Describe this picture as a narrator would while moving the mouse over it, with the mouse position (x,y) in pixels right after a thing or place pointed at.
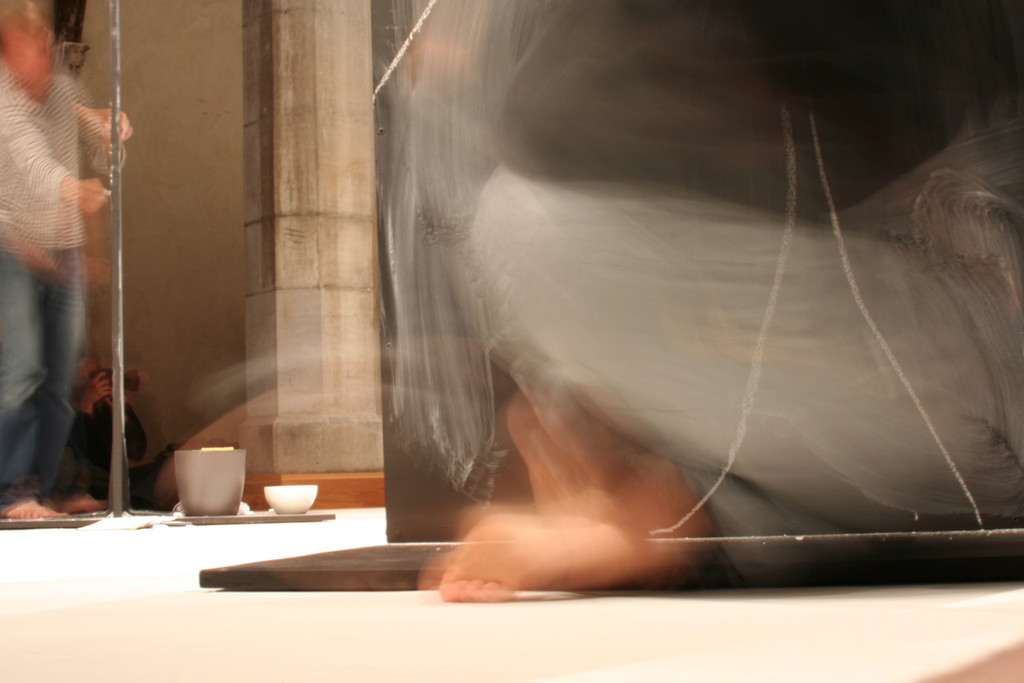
In this image we can see people (565,293), bowl (275,490) and a mug (194,487). There is a pillar (328,295). At the bottom of the image (234,616) there is floor (71,618).
